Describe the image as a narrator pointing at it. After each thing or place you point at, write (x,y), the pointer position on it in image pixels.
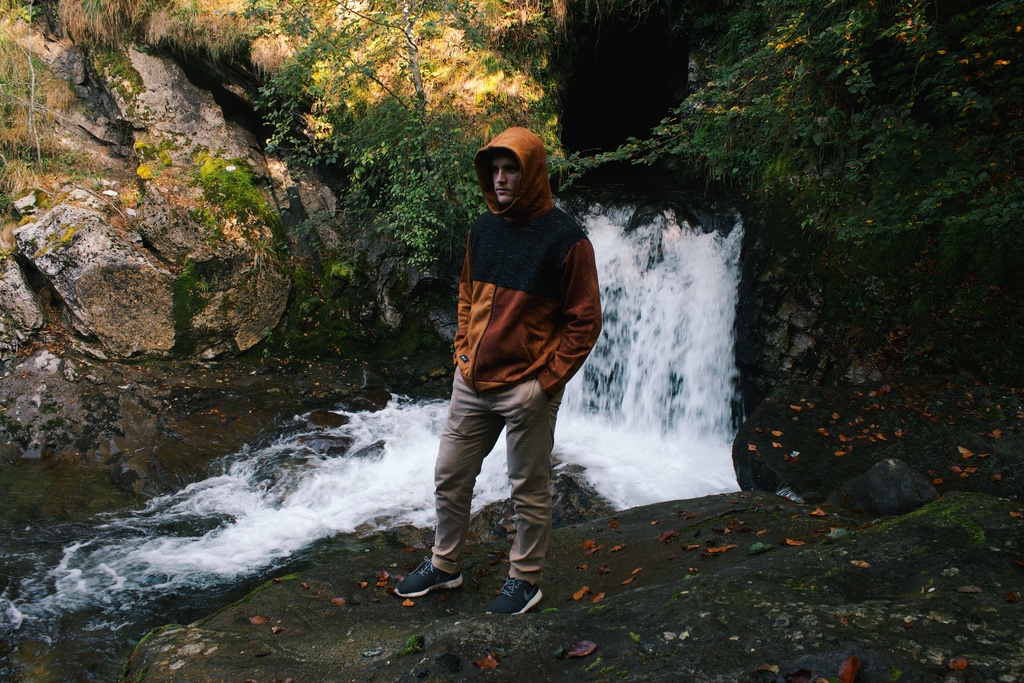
In the image we can see a man (521,424) standing, wearing clothes (539,433) and shoes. Here we can see water falls (634,295), stones (213,328), algae (193,331) and plants (776,54).
